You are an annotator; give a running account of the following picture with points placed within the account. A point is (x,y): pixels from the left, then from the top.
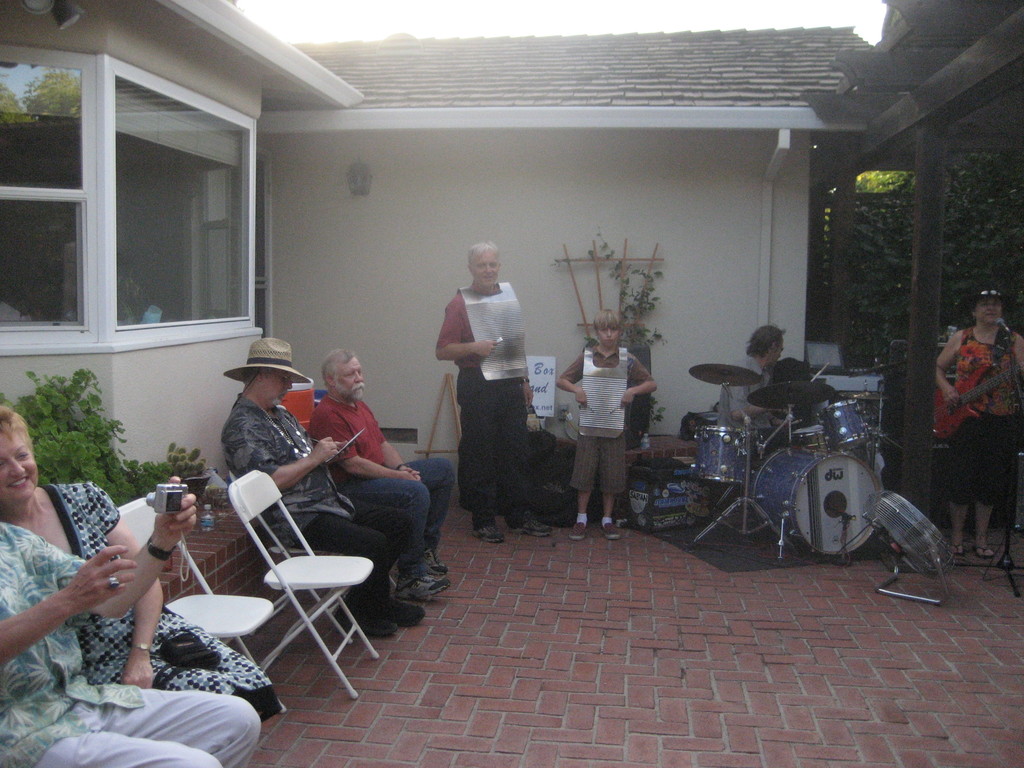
In this image in the center (514,461) there are persons (517,483) standing. On the left side (319,489) the person (316,506) sitting and in the front (32,620) there is a person (20,646) sitting and holding a camera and there is a woman (69,531) sitting and smiling. On the right side (988,459) there is a person (971,466) standing and holding a musical instrument (987,386) and in the center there is a person (745,394) sitting and playing a musical instrument (762,429) which is in front of him. In the background (251,143) there is a building (485,185) and on the right side (881,250) there are leaves (946,230) and there is a wooden stand (942,105).
